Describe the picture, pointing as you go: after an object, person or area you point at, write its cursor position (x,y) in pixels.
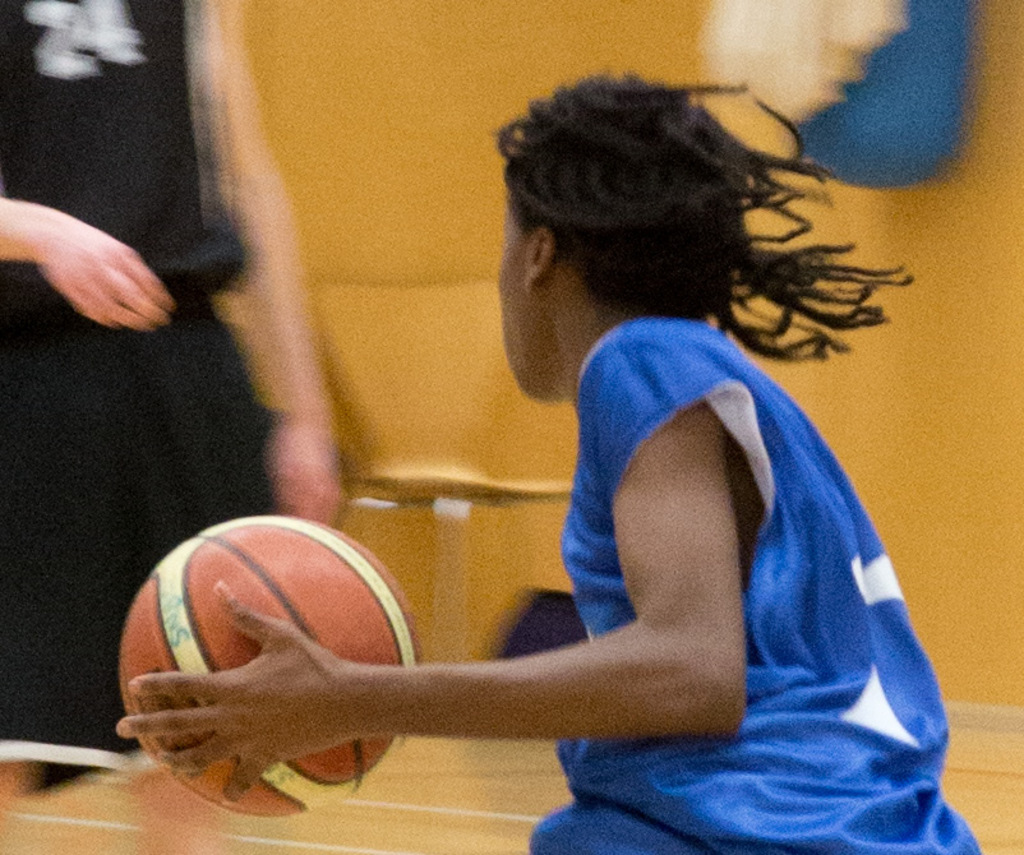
This picture describes about few people (669,576), in the middle of the image (682,511) we can see a person (626,688), and the person (597,531) is holding a ball (158,637).
